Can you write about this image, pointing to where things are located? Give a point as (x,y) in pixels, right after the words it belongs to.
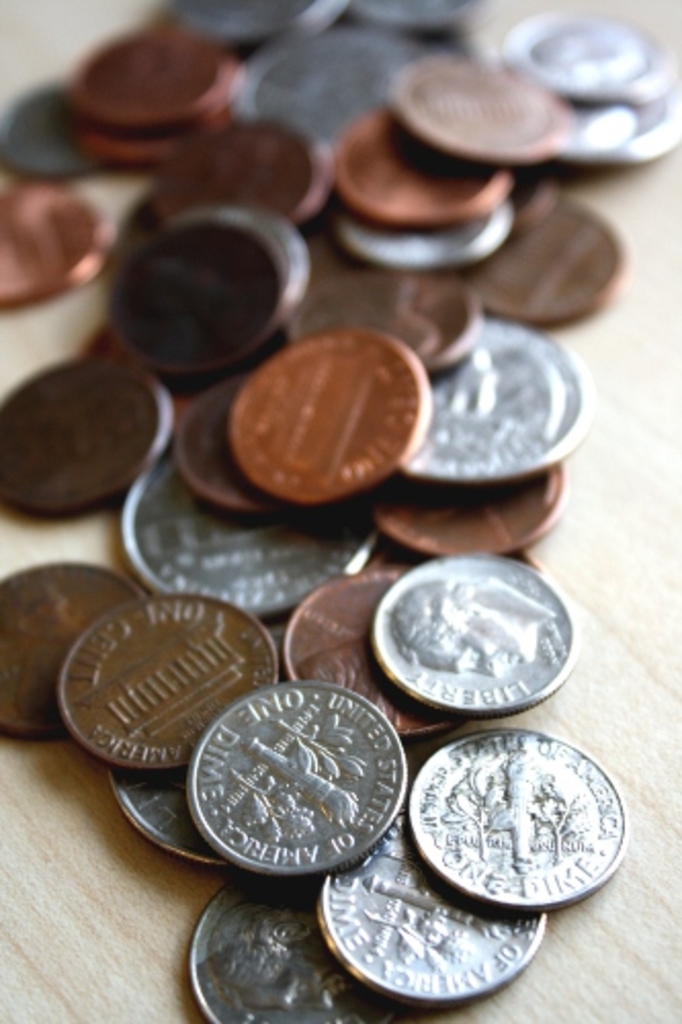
In this image we can see the coins (474,504) on the wooden surface (67,889).
